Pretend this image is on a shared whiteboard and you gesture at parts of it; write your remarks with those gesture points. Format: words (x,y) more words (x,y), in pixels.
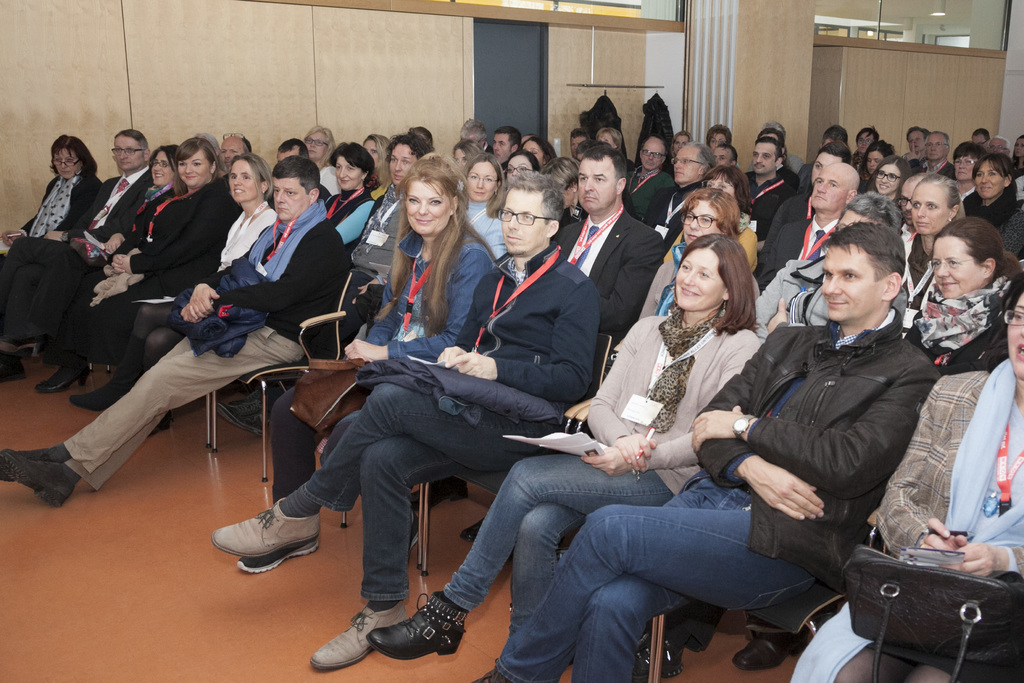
In this picture there are people (961,449) sitting on chairs (259,365) and we can see floor (105,650). In the background of the image (417,78) we can see wall (641,80), lights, clothes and curtain (716,108).
